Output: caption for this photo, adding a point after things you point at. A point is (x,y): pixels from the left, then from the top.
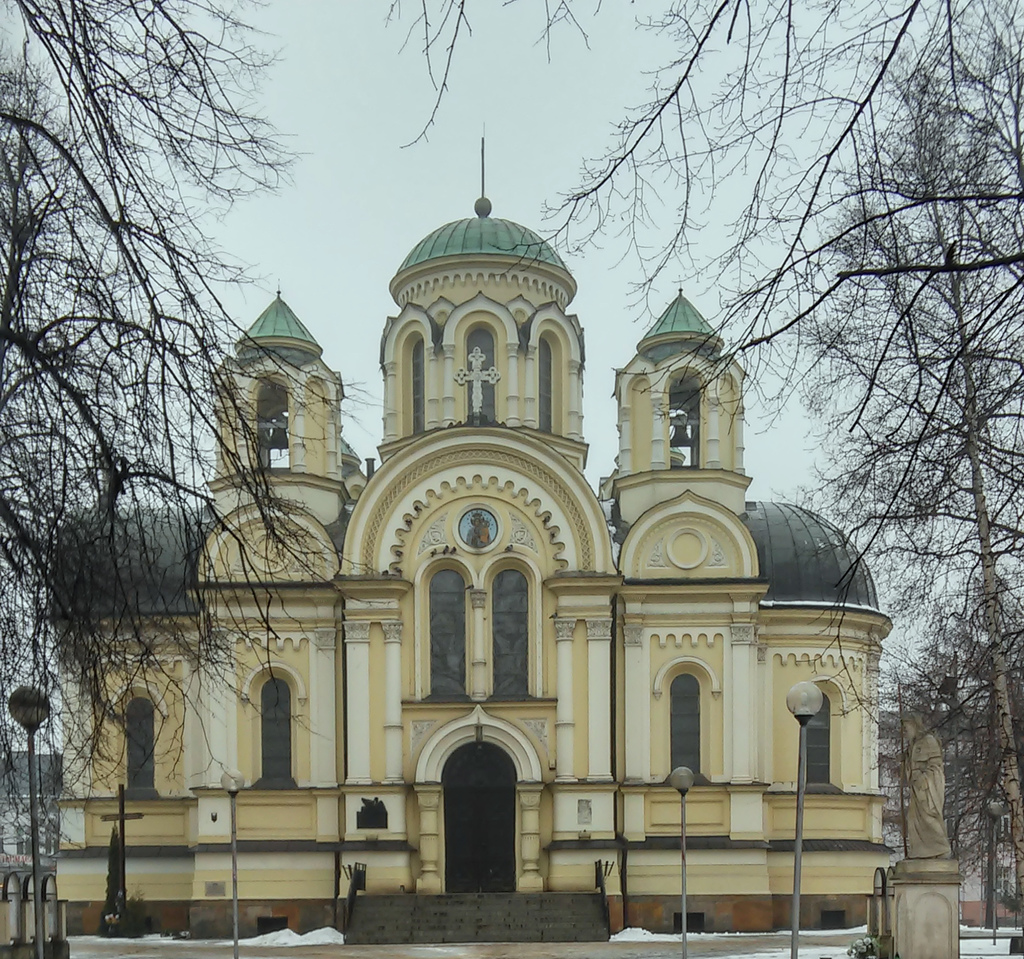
In the image we can see the cathedral (474,551) with the cross symbol (470,375). Here we can see the light poles (793,711) and trees (111,449). We can even see the snow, sculpture (931,816) and the sky (275,106).
